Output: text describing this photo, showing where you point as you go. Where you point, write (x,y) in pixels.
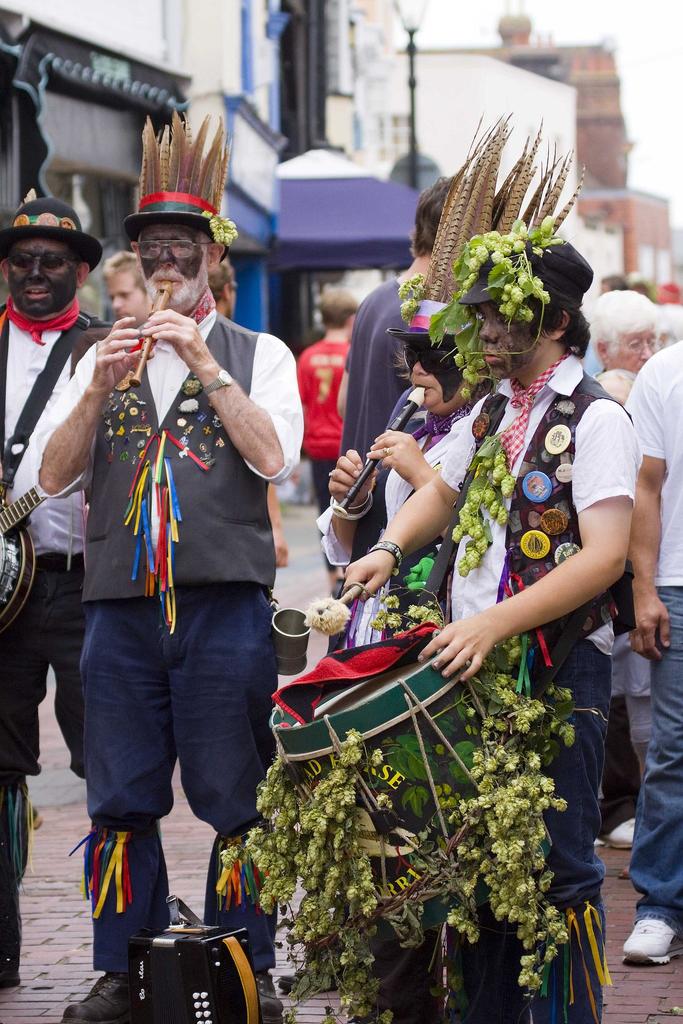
In this image there are few people (192,502) standing wearing costumes (224,520) and playing musical instruments (406,749), in the background (389,391) there are people (657,372) standing and there are buildings (381,69) and it is blurred.
